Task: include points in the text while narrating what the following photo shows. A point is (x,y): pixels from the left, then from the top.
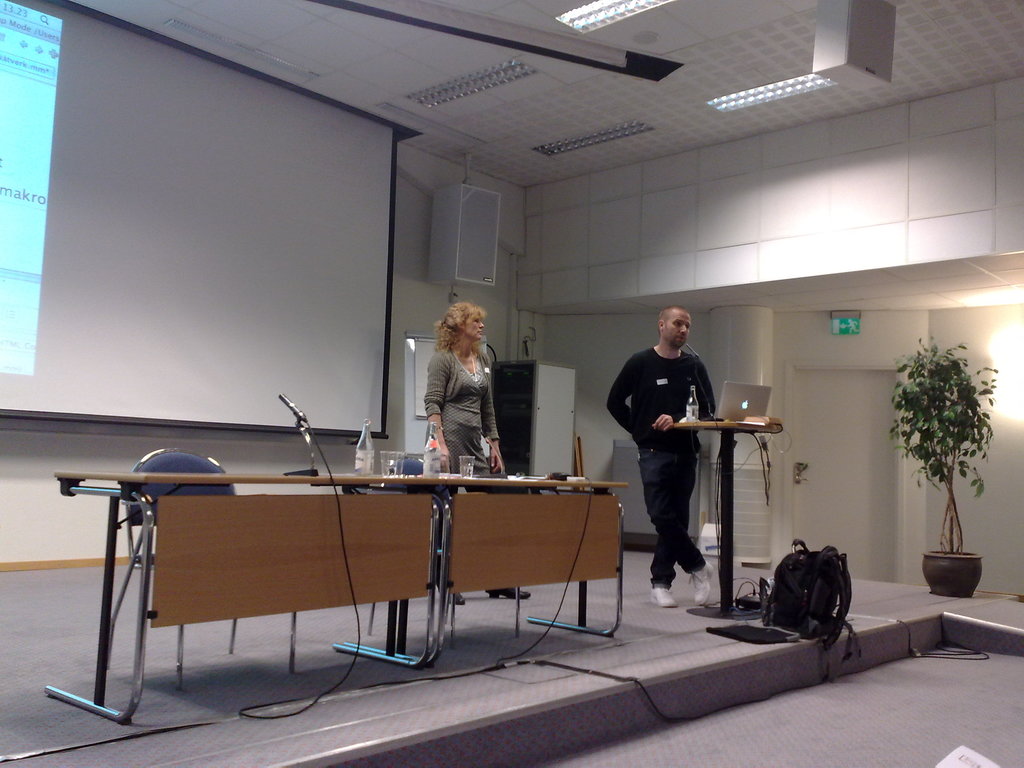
In the image I can see a man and a woman (481,464) are standing on the floor (548,586). I can also see tables (573,552) on which I can see microphone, laptop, bottles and some other objects (506,474). In the background (142,324) I can see a projector screen (267,338), lights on the ceiling (509,136), a bag (814,599), plant pot (955,575), white color door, wires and some other objects (627,474) on the floor (879,723).
